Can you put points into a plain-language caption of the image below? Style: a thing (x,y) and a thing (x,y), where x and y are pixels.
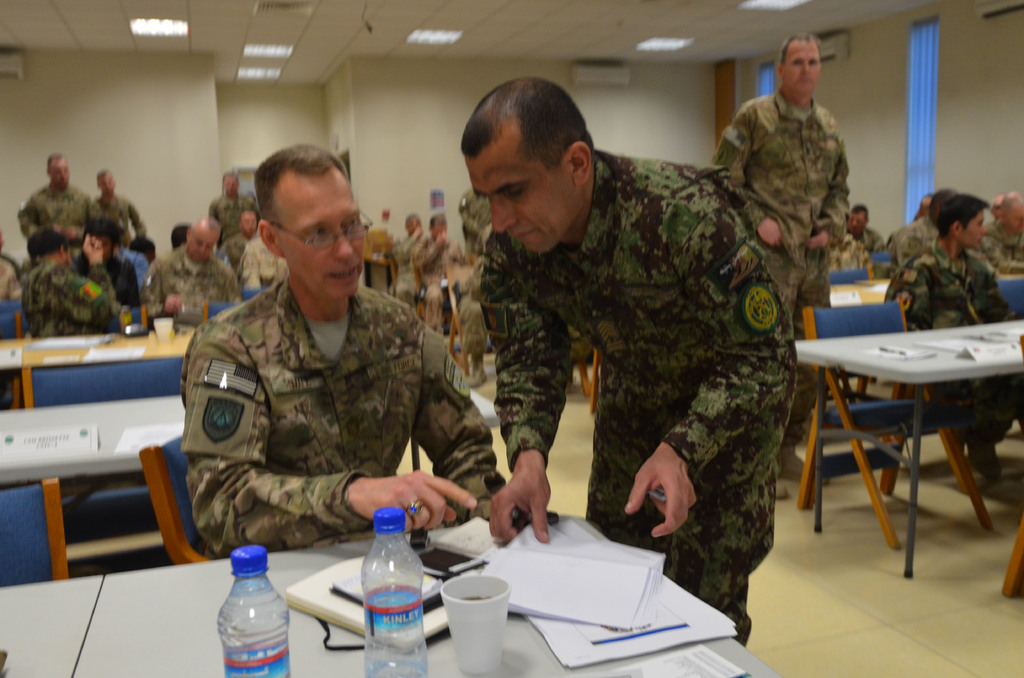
In this image I see lot of people (538,118) and most of them are sitting on the chairs (856,442) and few them are standing and I can also see there are lot of tables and few things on it. In the background (181,199) I can see the wall (177,137) and lights (175,24) on the ceiling (331,31).
